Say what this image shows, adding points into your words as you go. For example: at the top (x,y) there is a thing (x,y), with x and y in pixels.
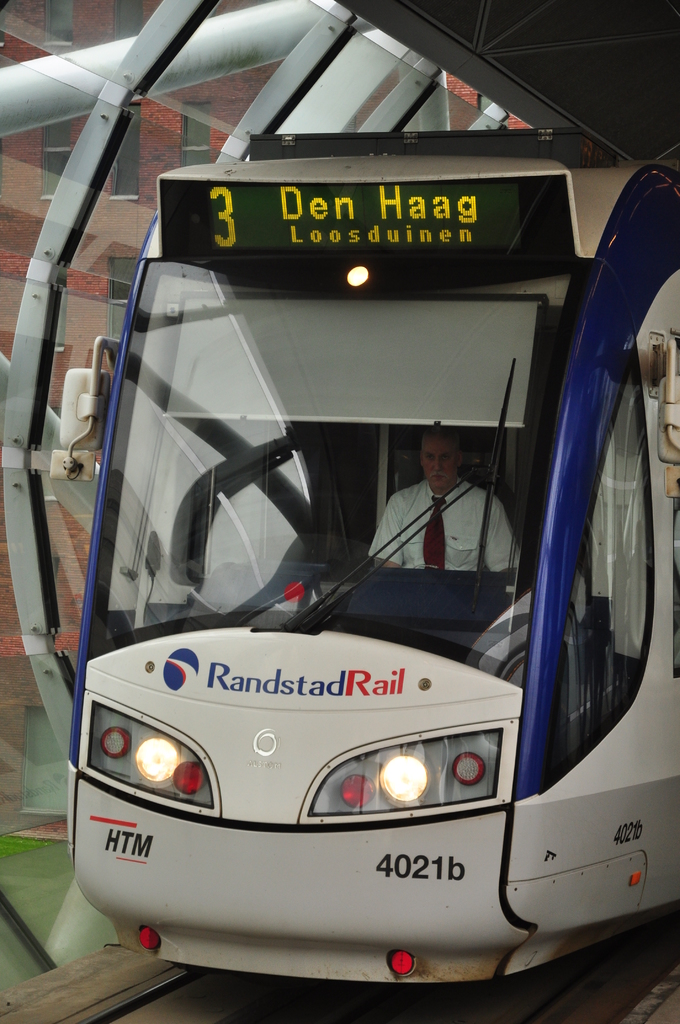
In this image we can see a person (460,541) wearing a white shirt (460,520) and tie (436,520) is sitting in a vehicle (561,796), with set of lights (420,789), a sign board (531,229). In the background (118,101), we can see a group of poles (121,112), building (140,161) and a shed (569,53).
